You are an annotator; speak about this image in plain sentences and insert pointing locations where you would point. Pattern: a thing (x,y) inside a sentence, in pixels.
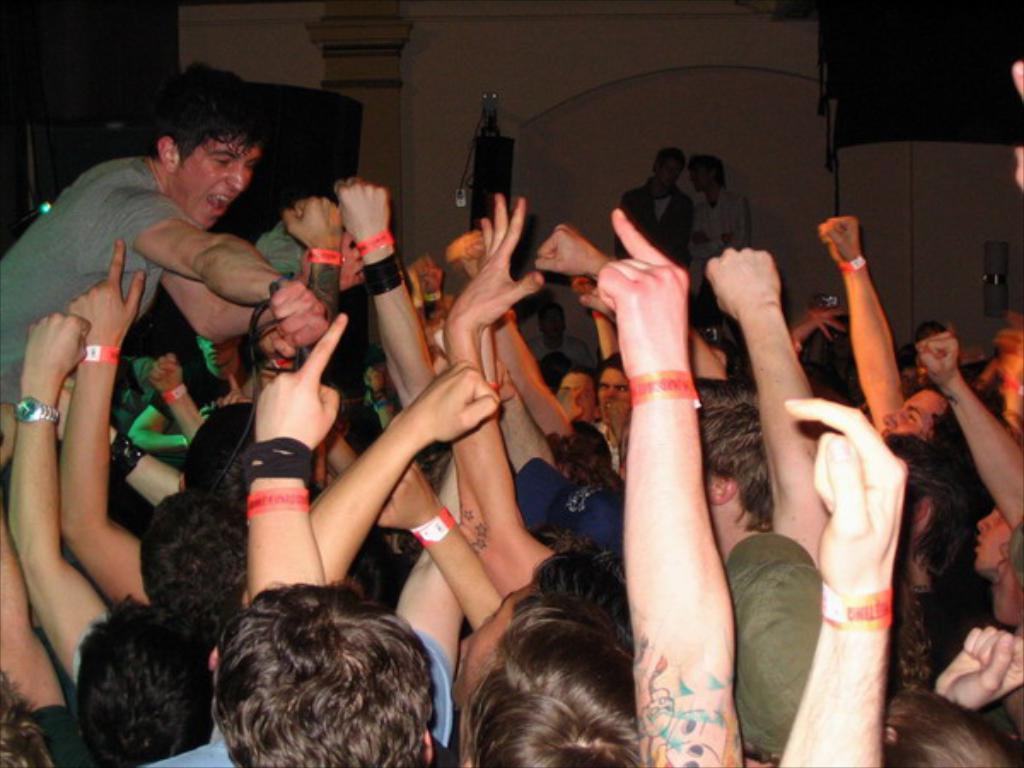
In this picture we can see there is a group of people (231,516). Behind the people (221,321), there is an object (485,159) and the wall (479,58).
